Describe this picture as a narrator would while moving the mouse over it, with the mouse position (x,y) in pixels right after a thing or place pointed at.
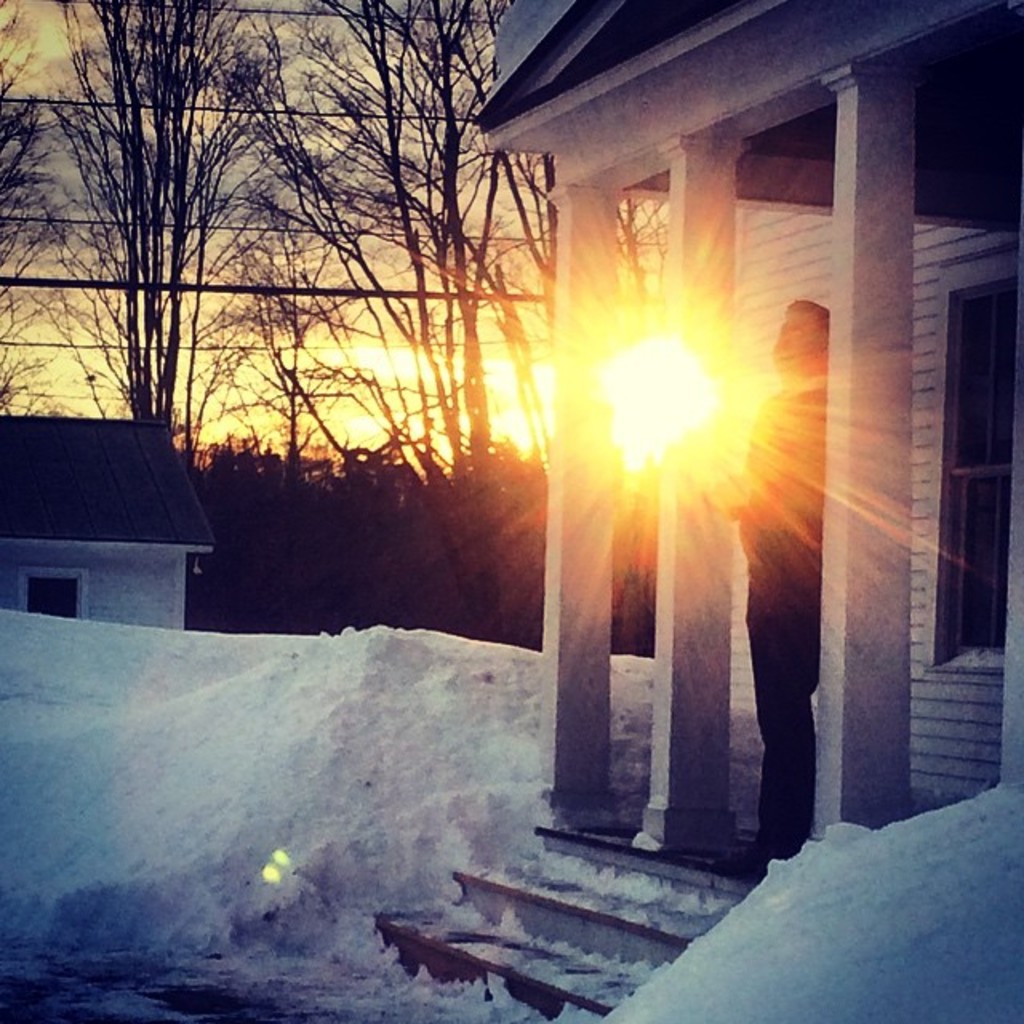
In this image there is a person (791,452) standing on the porch (875,427) of a building (887,415), in front of the person (786,588) there are stairs (657,877) and there is snow (390,706) on the surface (438,728), in the background of the image (171,511) there is a wooden house (120,510), trees (300,511), electrical cables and there are clouds (381,308) and sun (635,462) in the sky (648,315).
